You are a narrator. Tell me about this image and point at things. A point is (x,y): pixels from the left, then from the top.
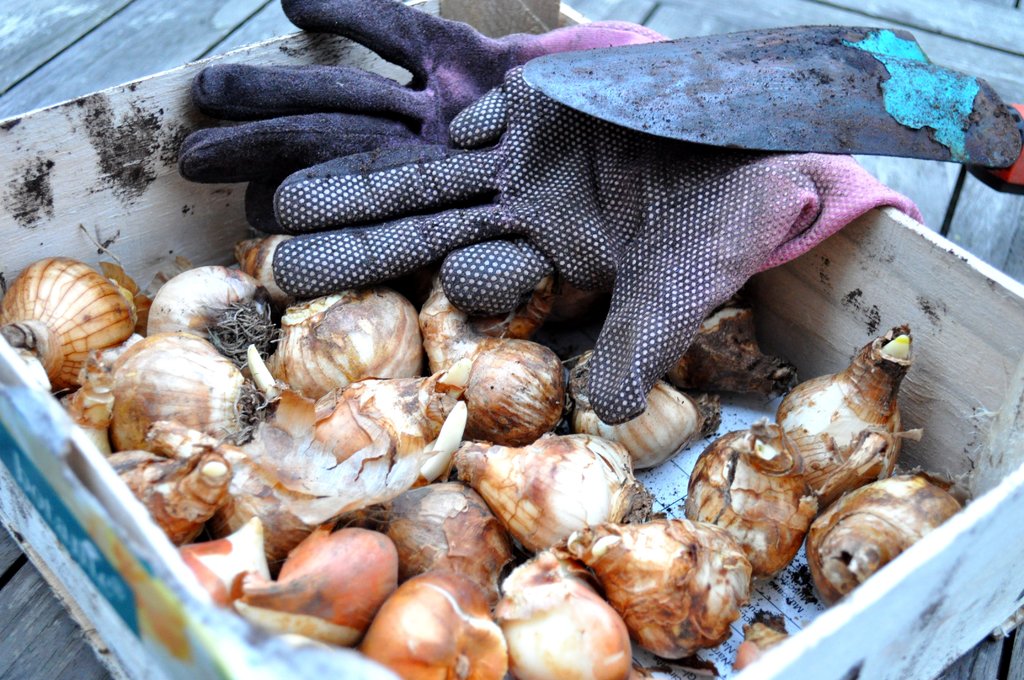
In this image we can see a group of vegetables (485,663) in a wooden box (828,643) and the box (115,629) is placed on a wooden surface (995,659). On the box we can see the gloves (577,212) and a shovel (656,118).
